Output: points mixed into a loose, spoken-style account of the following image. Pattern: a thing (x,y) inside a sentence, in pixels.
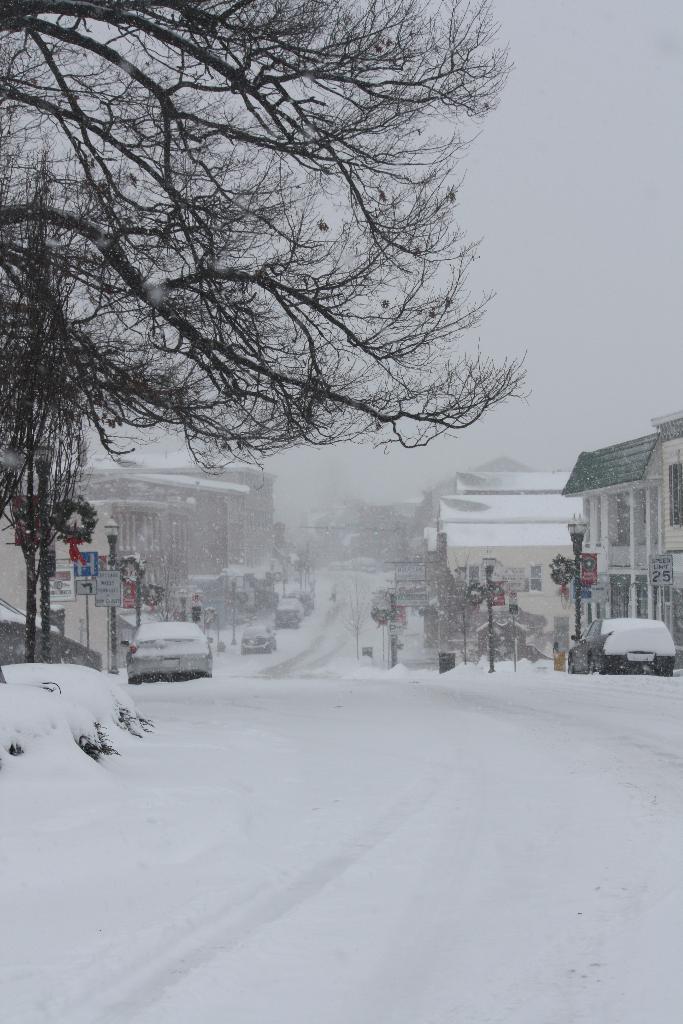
In this image, I can see the trees (261,430), vehicles (627,618), street lights (111,659) and buildings (437,608) are covered with the snow (377,791). In the background (559,309), there is the sky (609,265).
